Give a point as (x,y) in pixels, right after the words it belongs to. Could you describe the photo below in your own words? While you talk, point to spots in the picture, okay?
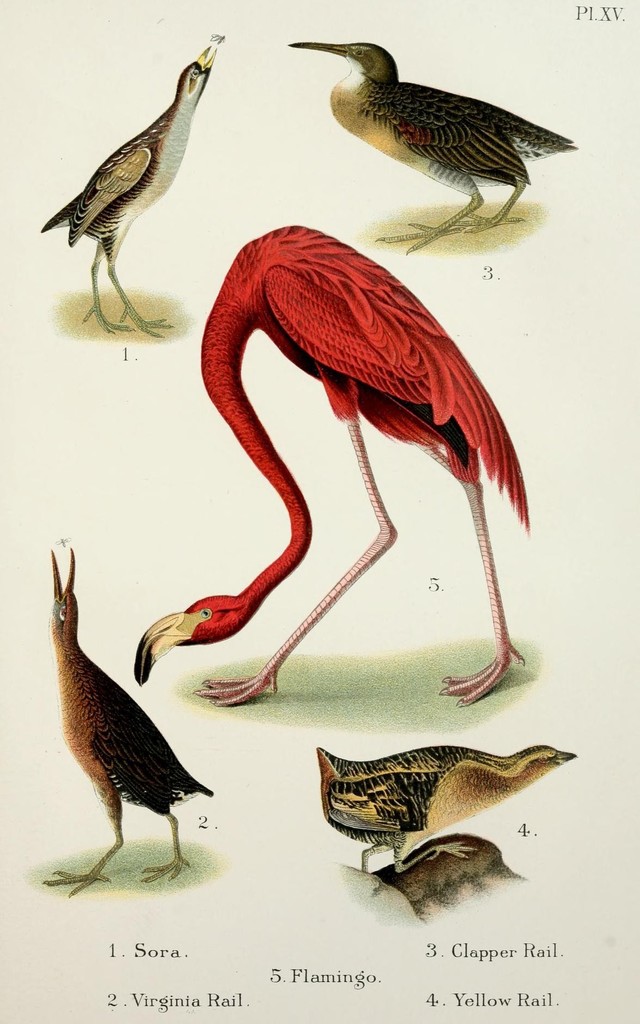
In the picture there are images (302,257) of different animals (444,760) and below the images (549,750) the names (132,948) of the animals (377,830) were mentioned.
